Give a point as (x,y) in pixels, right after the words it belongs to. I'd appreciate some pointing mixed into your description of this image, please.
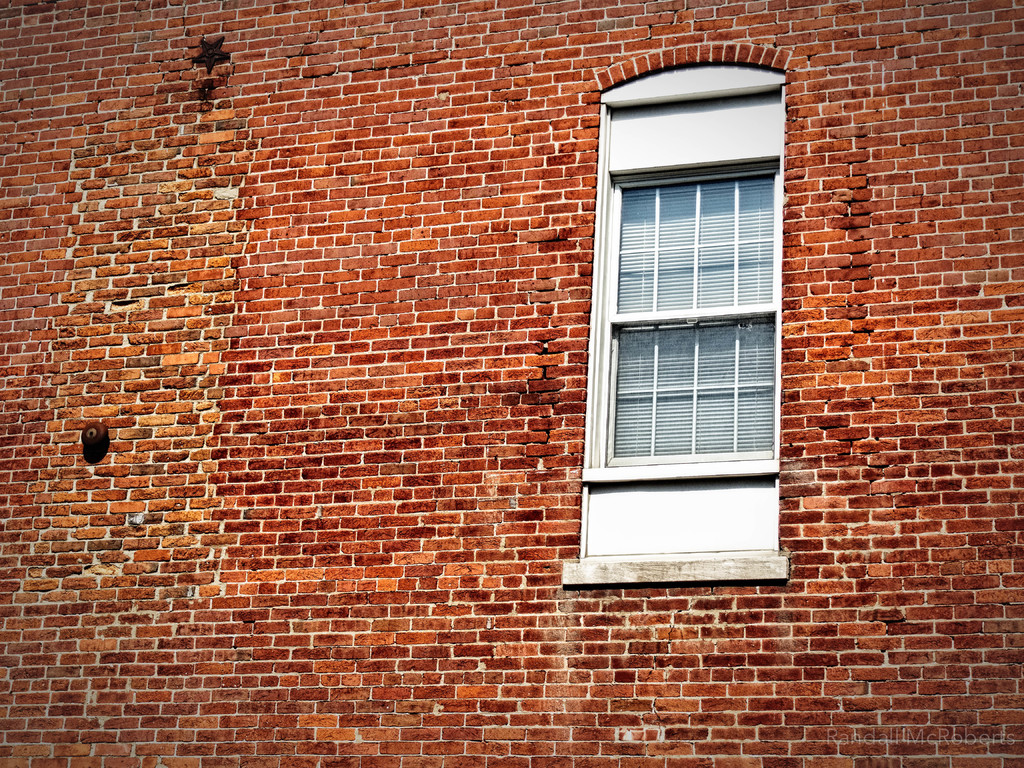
In the center of this picture (660,457) we can see the windows (717,180), window blinds (712,284) and the brick wall (809,167) of the building (592,361).
